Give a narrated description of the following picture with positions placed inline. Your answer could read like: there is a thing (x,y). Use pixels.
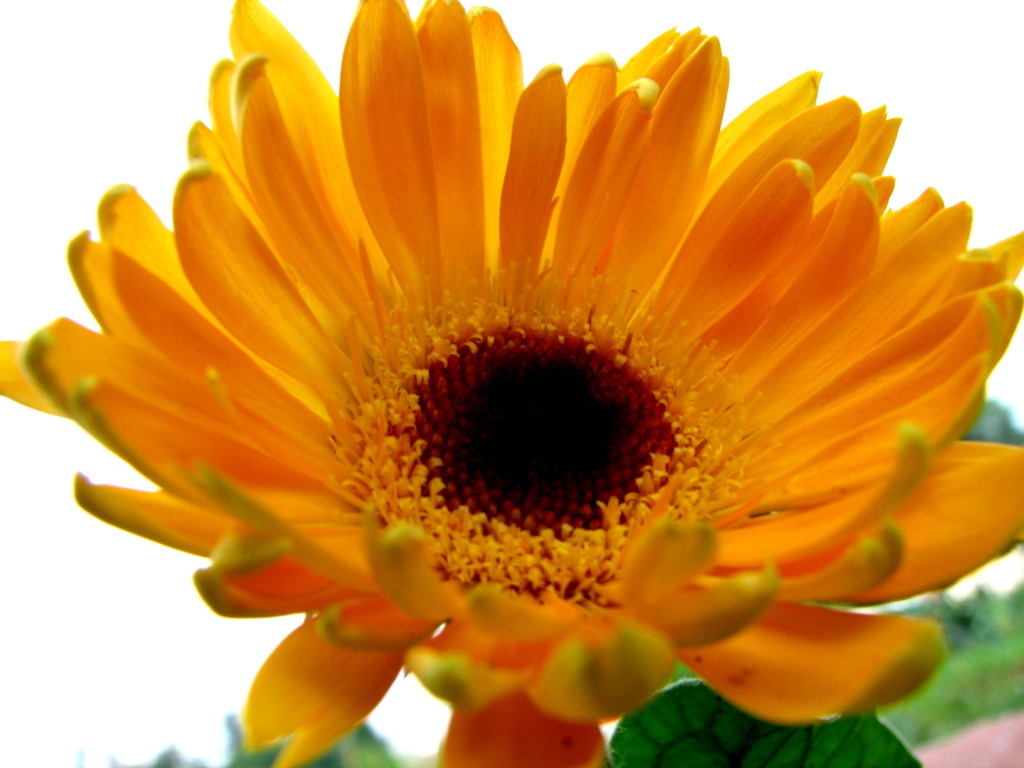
In this picture we can see a flower (490,363) and few leaves (644,719).
